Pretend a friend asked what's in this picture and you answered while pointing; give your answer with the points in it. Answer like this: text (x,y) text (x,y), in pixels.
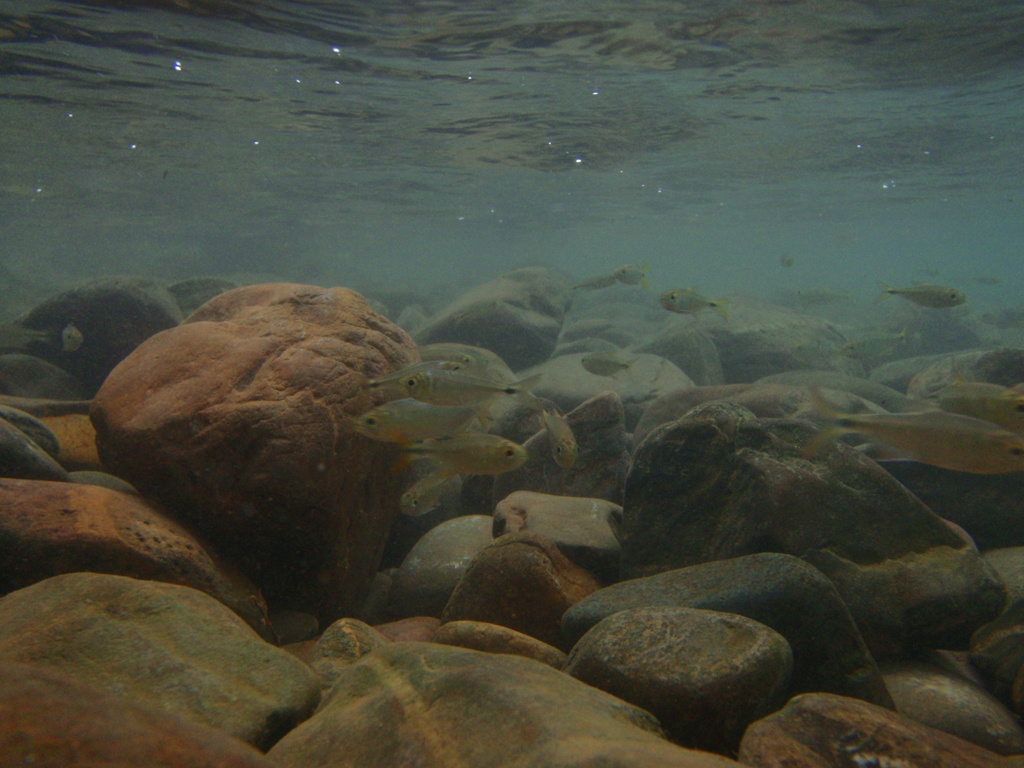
Under the water (418,133) we can see fishes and stones (601,470).
